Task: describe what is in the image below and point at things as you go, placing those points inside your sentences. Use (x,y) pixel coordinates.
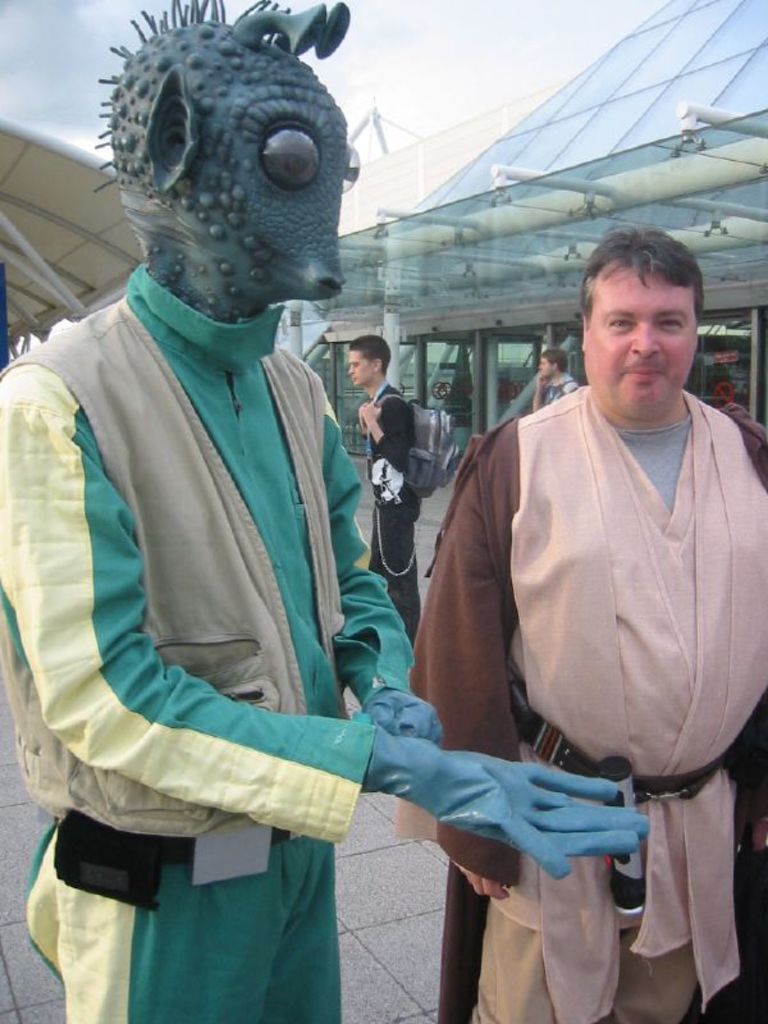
This image is taken outdoors. At the top of the image (359,55) there is a sky (104,45) with clouds (416,56). On the left side of the image (125,530) there is a person (215,548) in a costume (204,780). On the right side of the image (603,688) a man (603,750) is standing on the floor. In the background (390,424) a few people (390,424) are walking on the floor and there are two architectures (364,216).
